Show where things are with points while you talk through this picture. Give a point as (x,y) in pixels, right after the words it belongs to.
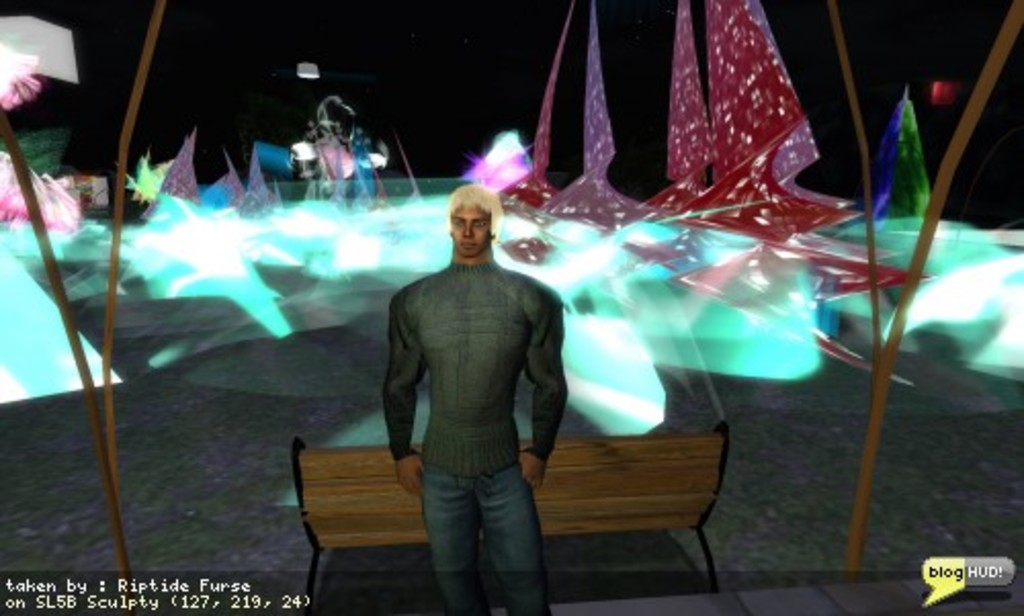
This is an animated image where there is a person (495,211) standing, bench (542,496), decorative items (909,264), and there are watermarks (90,609) on the image.
